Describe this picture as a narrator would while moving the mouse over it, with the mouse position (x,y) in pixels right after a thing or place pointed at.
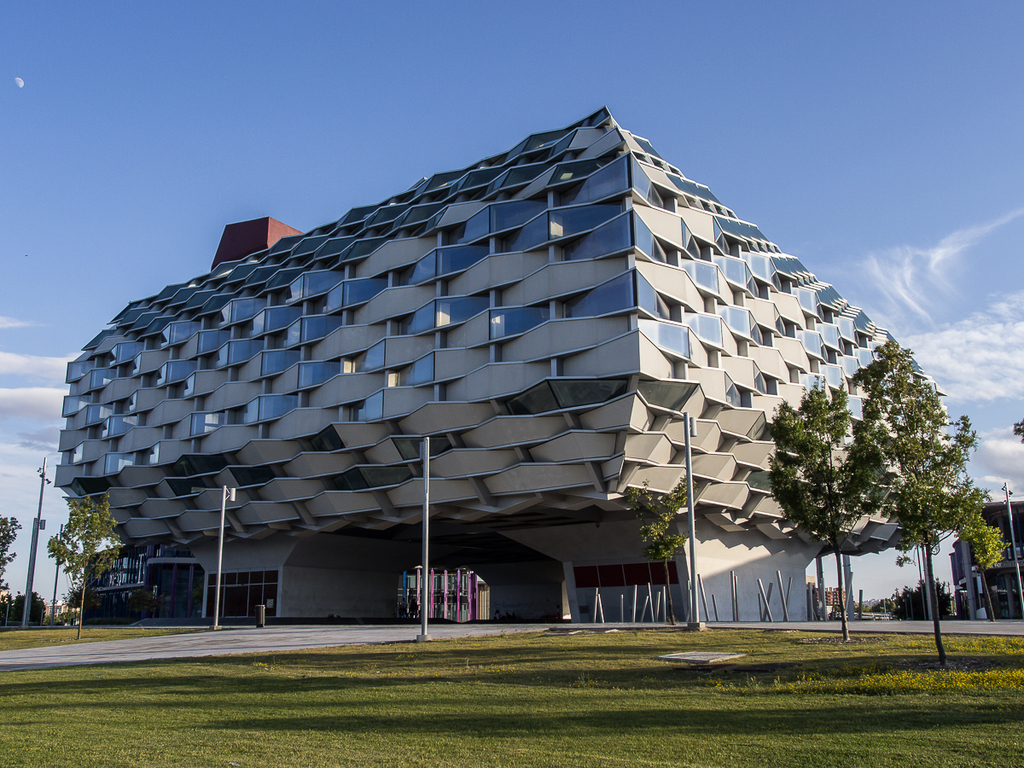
In the center of the image (675,272) there is a building (747,448). There are poles (688,503). At the bottom of the image (386,706) there is grass (715,730). There are trees (650,500). At the top of the image (478,85) there is sky (434,132).
